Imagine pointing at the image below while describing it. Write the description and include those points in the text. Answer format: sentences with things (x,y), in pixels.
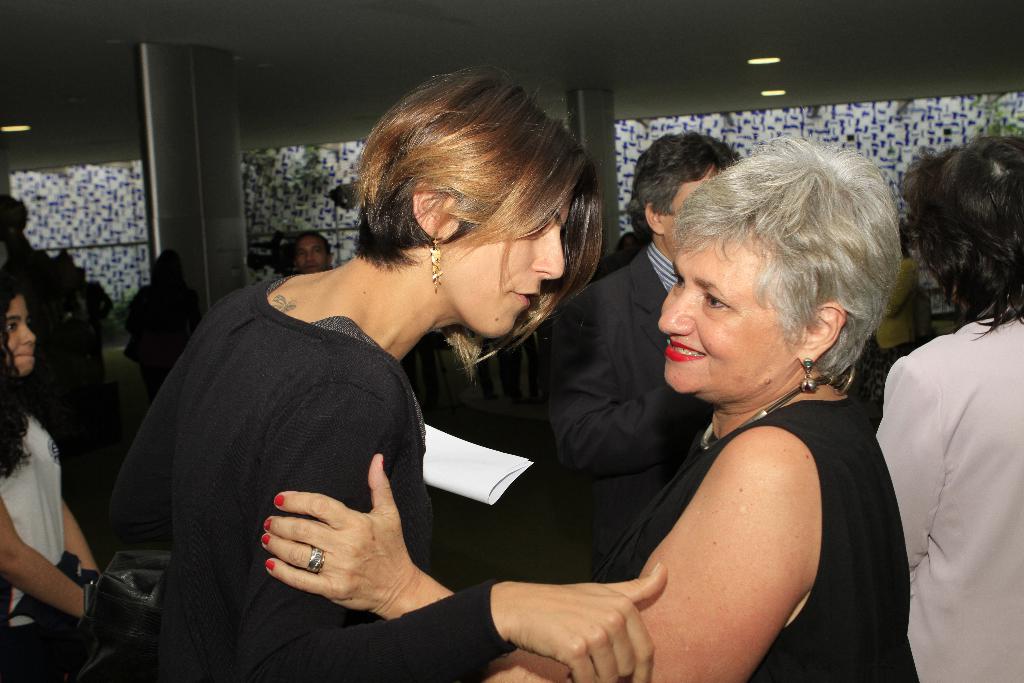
In this image in a hall (659,131) there are many people (910,277). On the ceiling (711,42) there are lights (773,92). In the foreground (421,425) two ladies (652,499) are standing wearing black dress (407,465).
